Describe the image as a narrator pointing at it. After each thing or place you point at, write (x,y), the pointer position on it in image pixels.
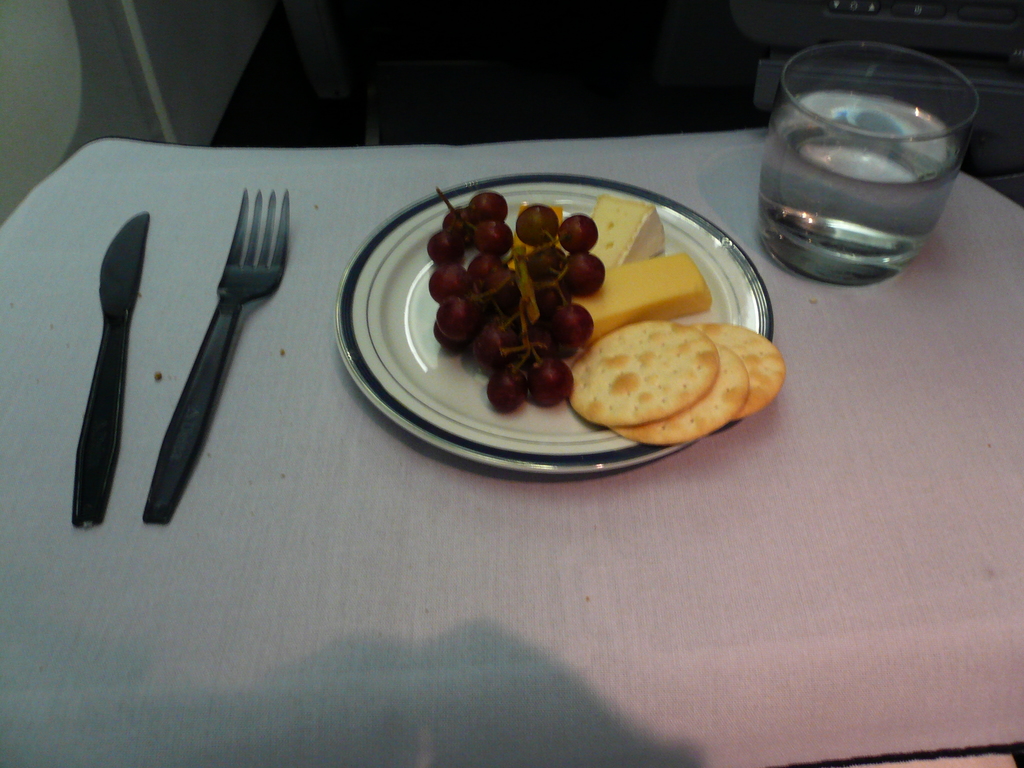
There is a table (961,379) which is covered by a white cloth (413,562) and on that table (441,596) there is a plate (682,427) which contains some food items (547,320) and a glass (845,219) which is having some water (866,161) and there is a knife (116,263) and a fork (241,284) placed on the table (182,243) and in the background (369,137) there is a floor (583,63) which is in black color.
